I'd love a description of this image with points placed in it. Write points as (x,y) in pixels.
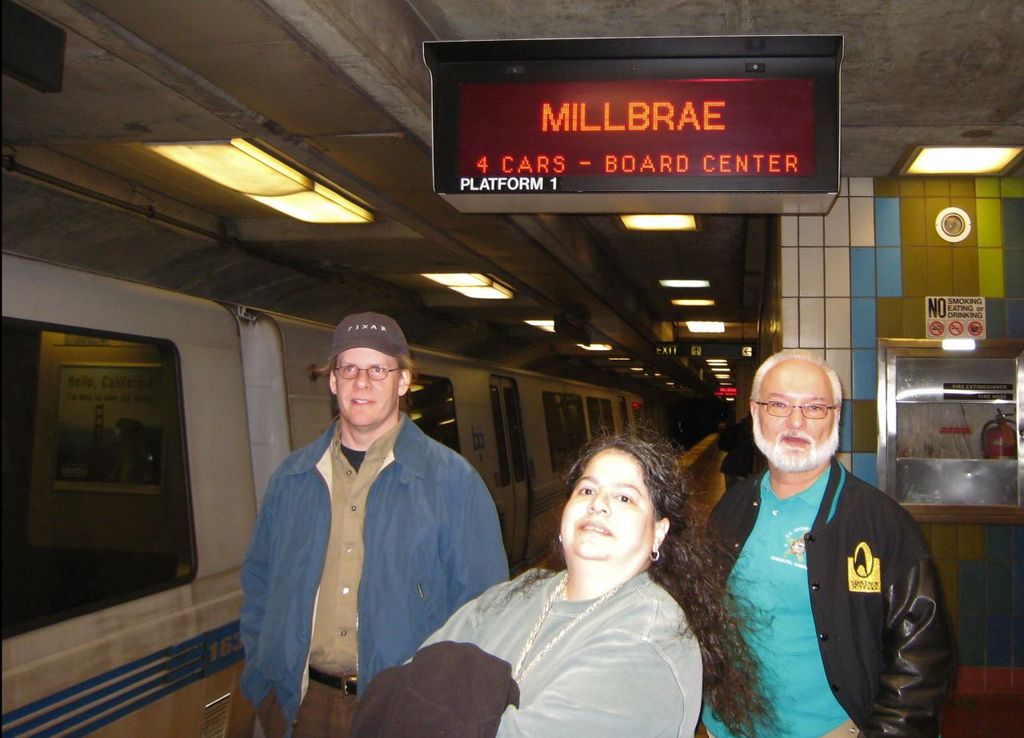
In this picture there is a woman (564,635) who is wearing grey t-shirt (532,649), beside her we can see old man (850,501) who is wearing black jacket (876,573). Here we can see a man (402,541) who is wearing blue jacket (408,469), shirt (344,465), spectacle (375,380), cap (353,334) and trouser (328,703). Three of them (339,704) are standing on the platform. Here we can see train (474,384). On the top (509,102) there is a board (752,140). Here we can see posters (954,300) and lights (984,168).
